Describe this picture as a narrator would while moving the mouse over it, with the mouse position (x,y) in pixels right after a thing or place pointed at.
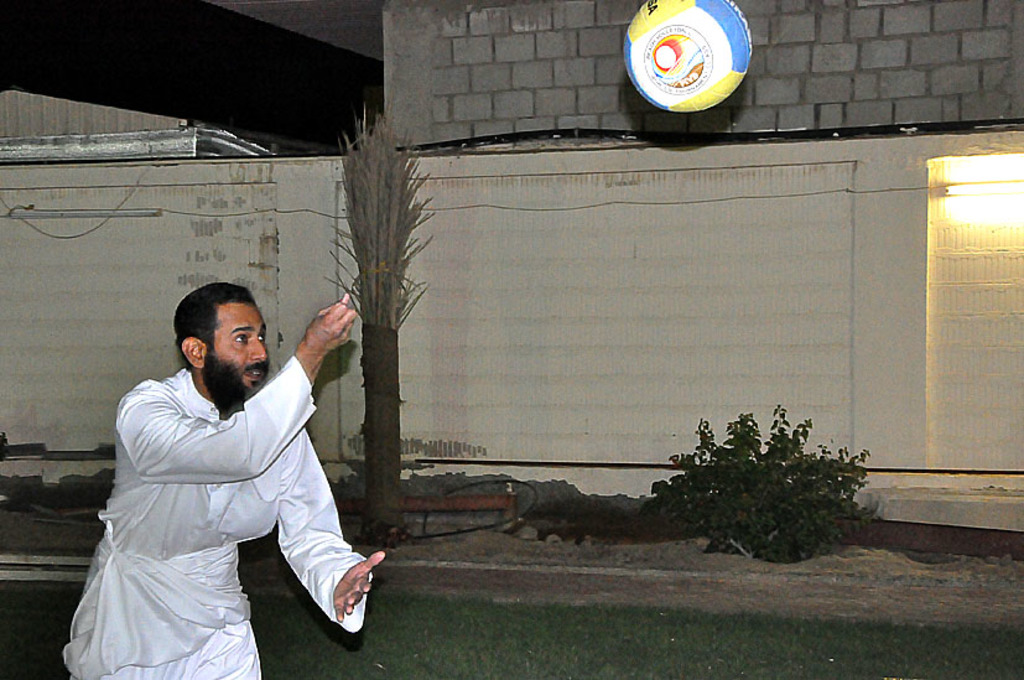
In this picture there is a man (271,465) at the bottom left (198,591). He is wearing white clothes (232,428) and he is staring at the ball (702,93) which is at the top (681,51). In the background (509,340), there is a wall (917,412) with pipes (502,498) and plants (787,486). At the bottom (632,659), there is grass (683,619).
